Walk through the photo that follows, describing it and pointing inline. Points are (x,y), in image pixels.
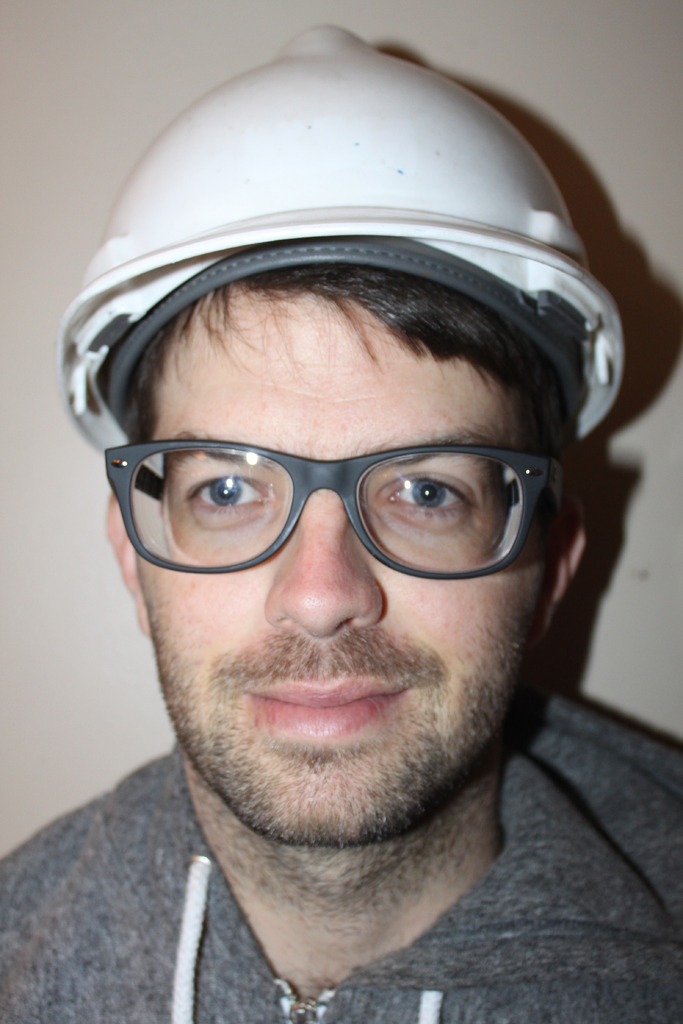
In this image, I can see the man (444,840) smiling. He wore a shirt (200,950), spectacle (437,575) and a helmet (177,149). In the background (72,131), that looks like a wall (620,261), which is white in color.
